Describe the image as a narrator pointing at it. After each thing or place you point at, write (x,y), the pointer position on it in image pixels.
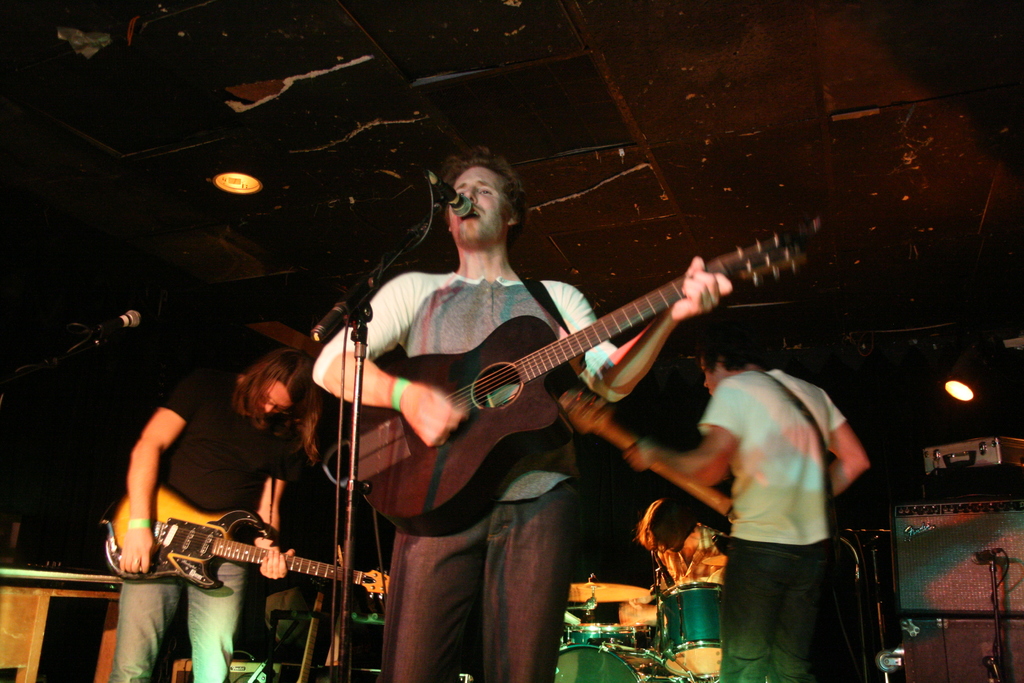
In this image there are three men (268,496) standing. The man (258,483) to the left corner (220,477) and the man (789,465) to the right corner (739,486) are playing guitar (221,538). The man (502,527) in the center (498,338) is playing guitar (507,388) and singing. In front of him there is a microphone (460,211). In the background (587,598) there are microphones (988,551), drums (616,624) and table (32,603). There are lights (236,177) to the ceiling (244,196).
